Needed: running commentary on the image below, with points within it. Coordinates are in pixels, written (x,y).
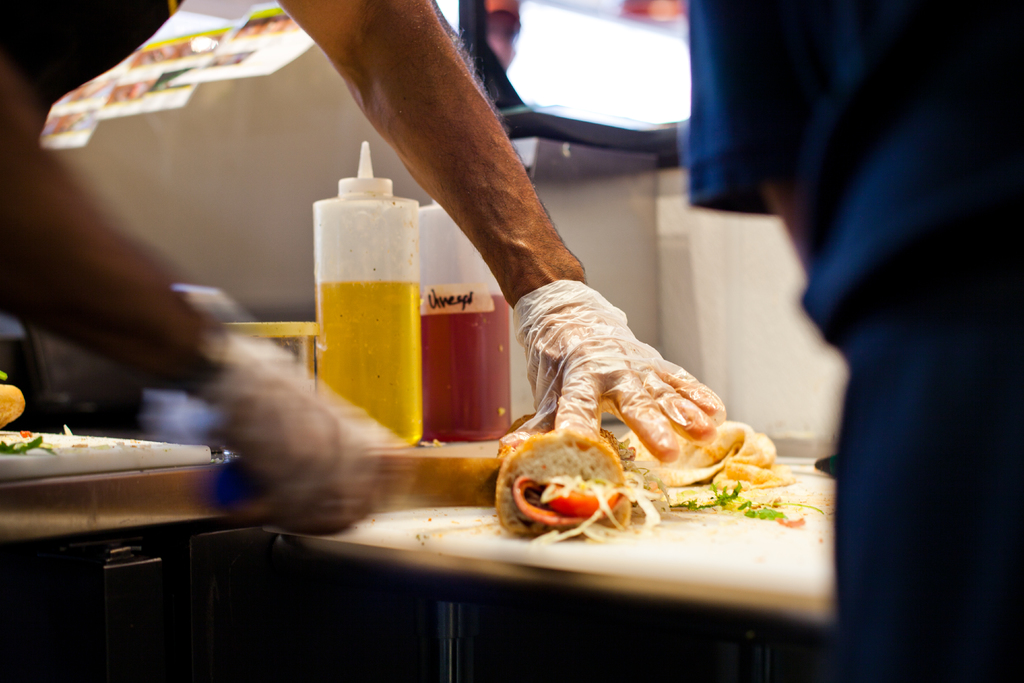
In the picture I can see a person (110,279) is wearing hand gloves (331,490) and holding some object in the hand (353,430). On the table (451,452) I can see bottles (380,260), food items (503,448) and some other objects (453,469).
